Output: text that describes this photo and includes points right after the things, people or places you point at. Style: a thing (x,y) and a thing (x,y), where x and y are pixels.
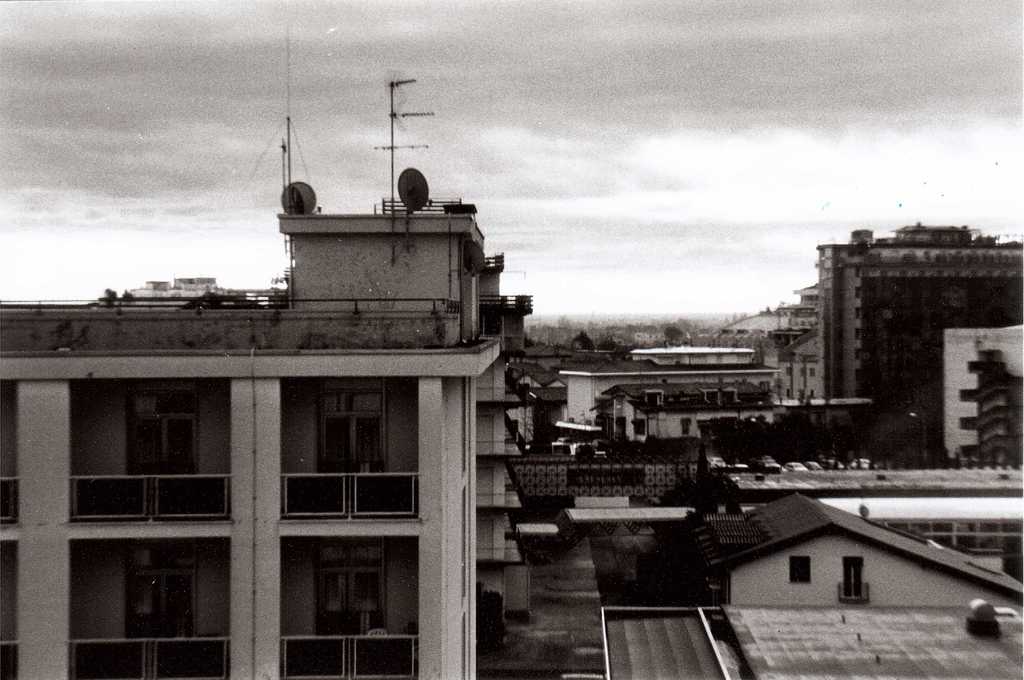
This is the black and white image, where we can see buildings (939,395) in the foreground (389,335). The sky (689,99) and the cloud (723,99) on the top (686,151).
